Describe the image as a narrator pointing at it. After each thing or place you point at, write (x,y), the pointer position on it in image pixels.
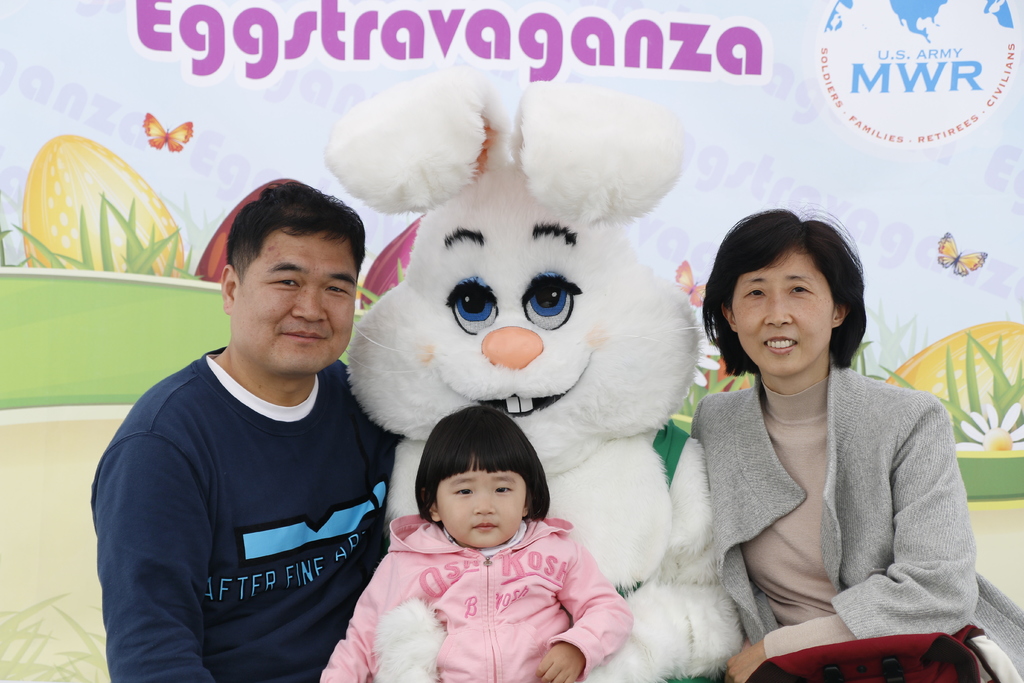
In the image there is a man (330,374), woman (842,625) and a baby (518,533) sitting with a rabbit mascot (529,279) and behind them there is a banner (167,135) on the wall (119,201).
